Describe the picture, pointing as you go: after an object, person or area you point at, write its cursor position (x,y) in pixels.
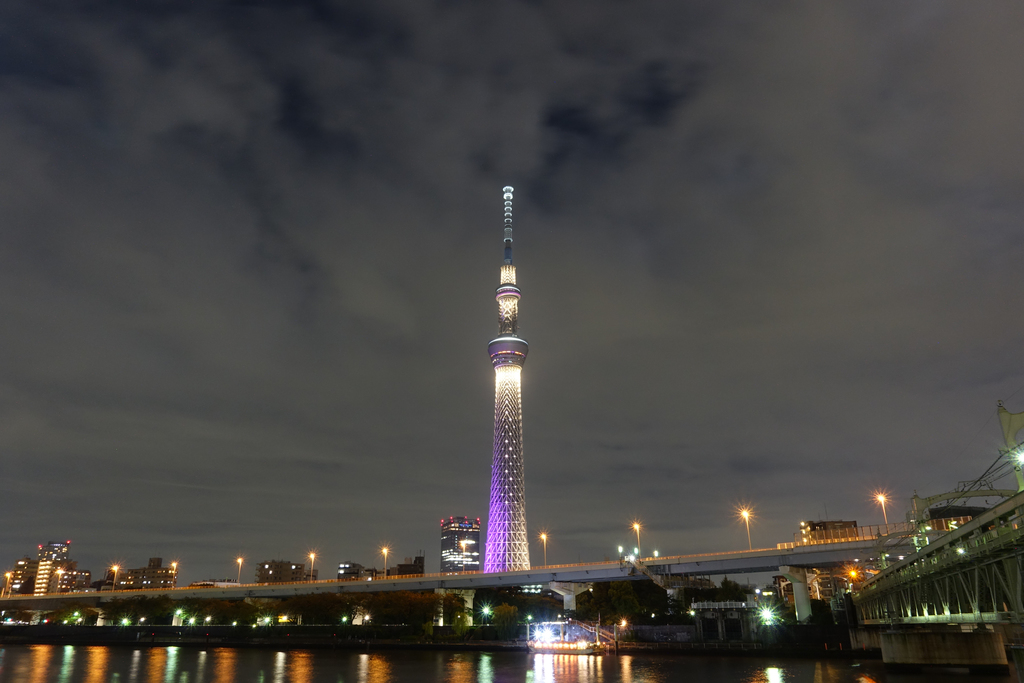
In the image I can see there is a tower (500,313) in between the buildings (27,567), in-front of that there is a lake (14,661).
